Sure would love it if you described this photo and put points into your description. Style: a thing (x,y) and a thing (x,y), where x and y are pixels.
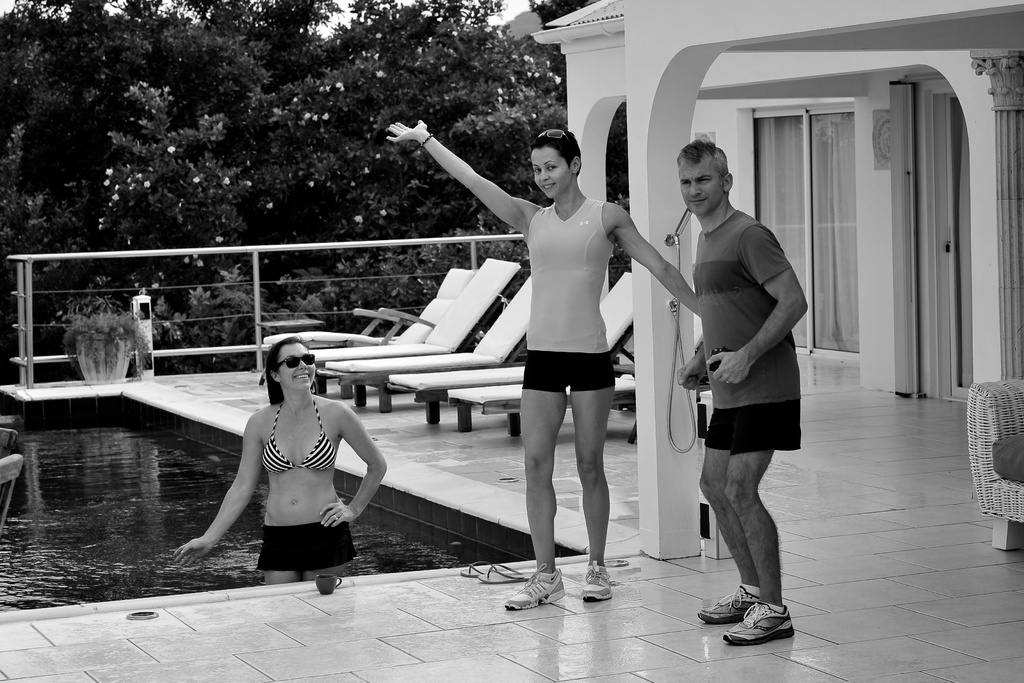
In this image I can see a woman (295,465) is in the water (86,501). Here I can see a man (746,321) and a woman (567,336) are standing on the floor (663,592). Here I can see water (116,505), chairs (443,340), pillars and fence (475,264). Here I can see a house (814,183), trees (445,107) and some other objects (702,505) on the floor (908,508). This picture is black and white in color.
